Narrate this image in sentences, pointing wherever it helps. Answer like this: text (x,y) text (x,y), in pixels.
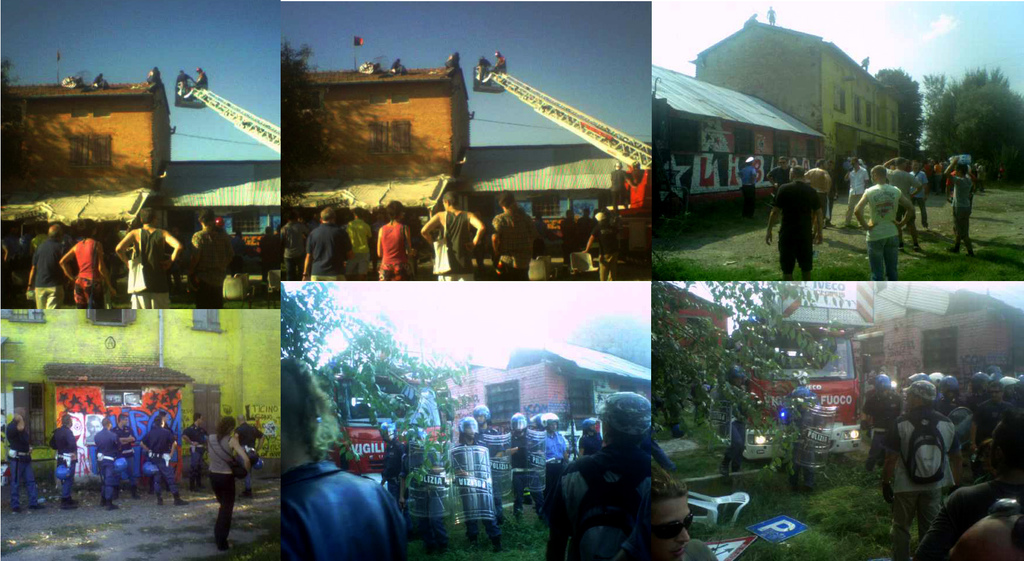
This image is a collage. In this image we can see the houses (459,138), trees (765,371), people (922,511), cranes (177,102) and also the sky (621,85). We can also see the grass (985,185).
